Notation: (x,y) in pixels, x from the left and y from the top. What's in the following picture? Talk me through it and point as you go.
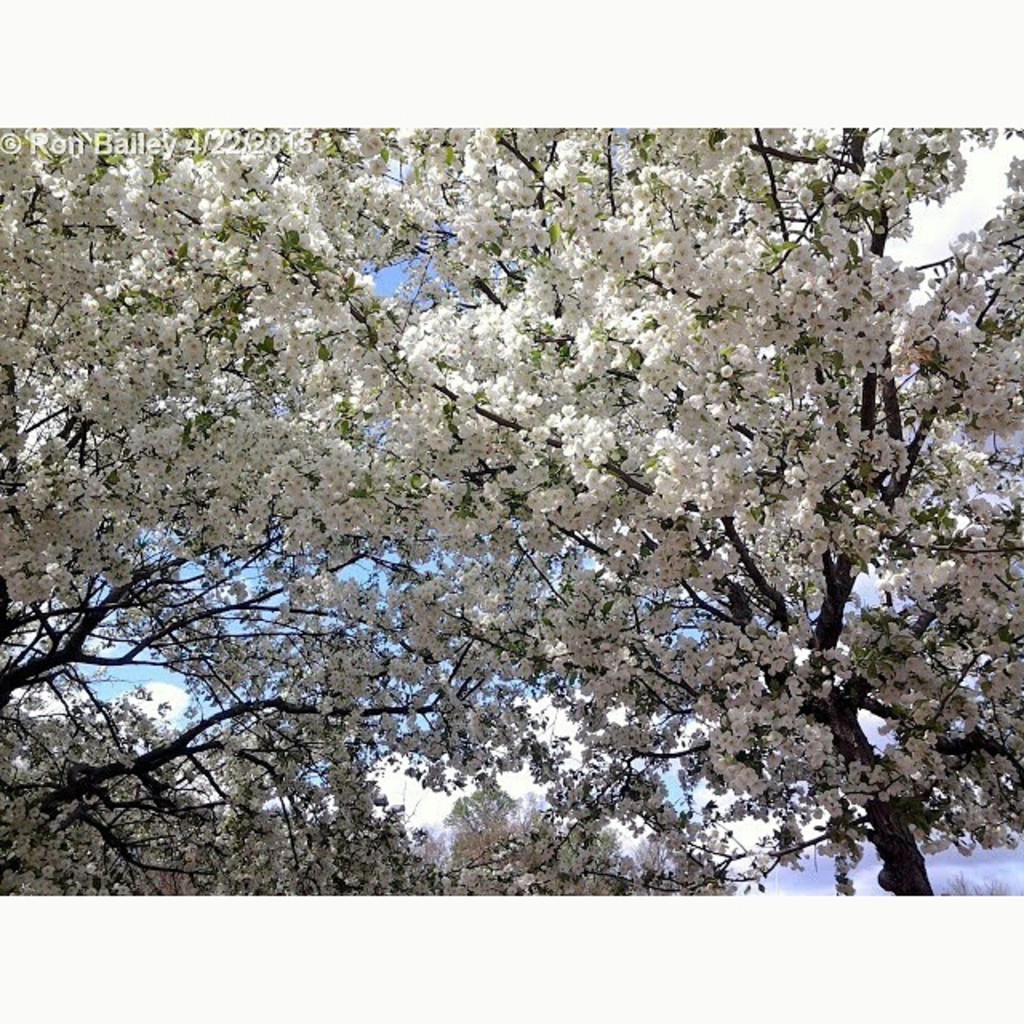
In this image I can see many flowers (612,683) in white color. In the background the sky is in white and blue color.
